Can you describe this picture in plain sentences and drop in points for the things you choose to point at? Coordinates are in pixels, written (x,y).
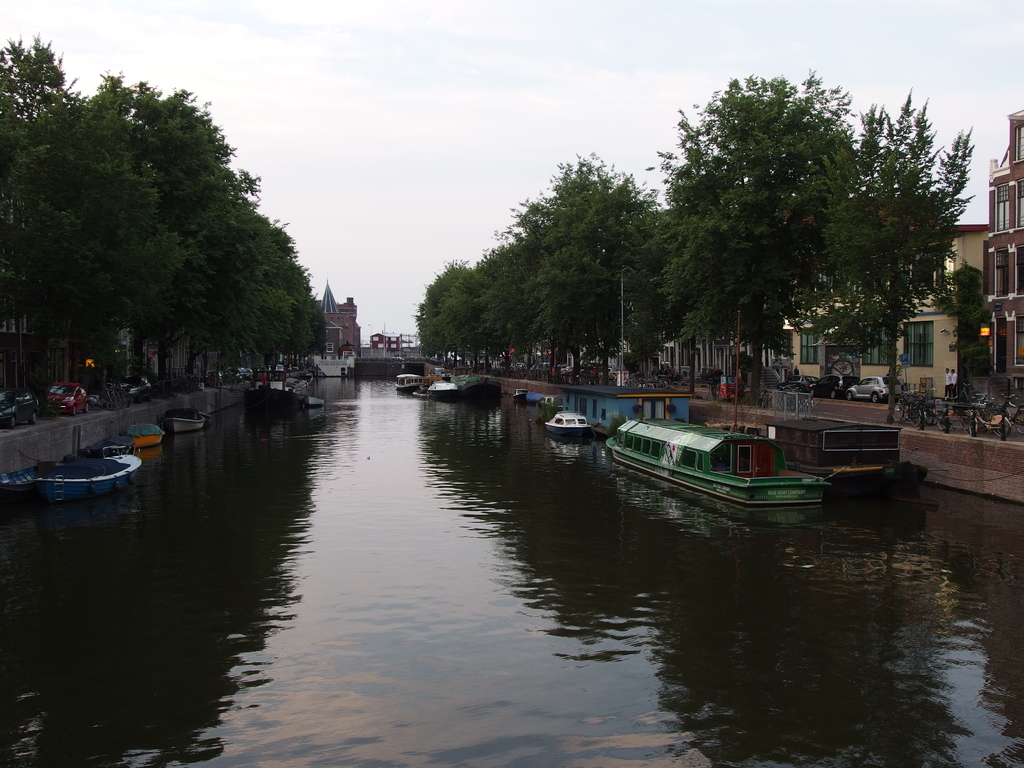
In this image in the center (412,487) there is water (438,532) and on the water (508,535) there are boats (130,459). On the left side (82,396) there are vehicles (148,388) and there are trees (169,323) and on the right side (717,302) there are trees (863,329), there are buildings (940,338) and there are vehicles (839,381) and there are persons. In the background (402,344) there are buildings (376,344) and the sky (427,127) is cloudy.
